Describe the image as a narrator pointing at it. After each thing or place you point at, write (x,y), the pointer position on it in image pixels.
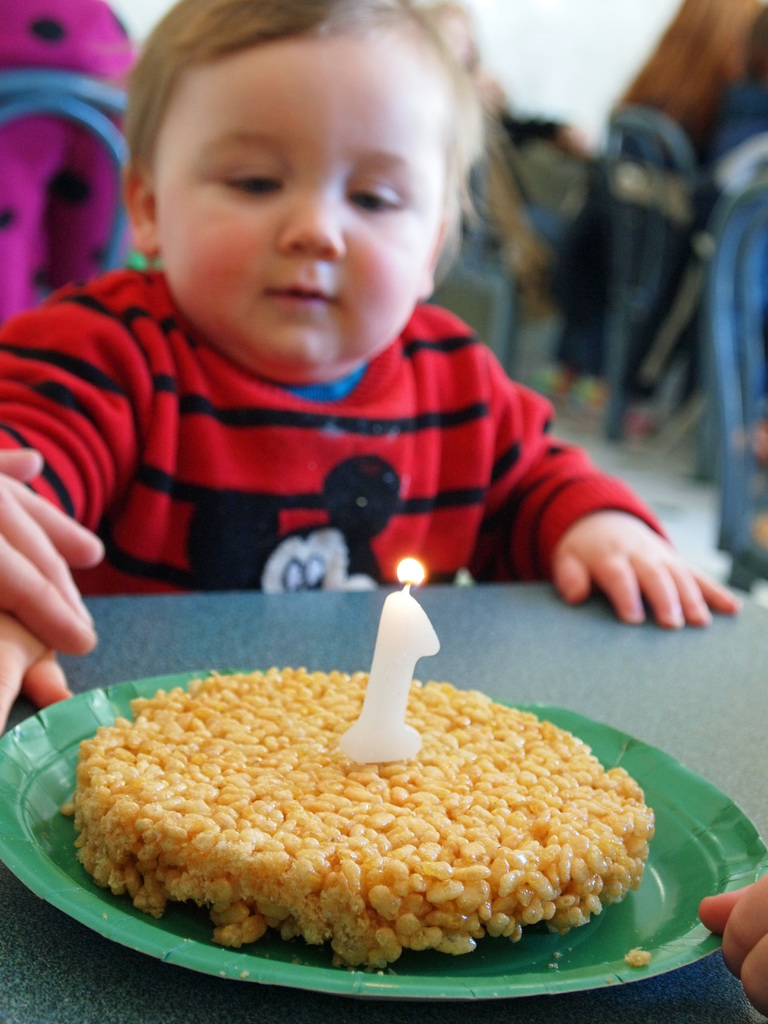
In this image I can see food item (435,710) and a candle (429,643) on the plate (172,905), which is placed on the table (496,684). There is a kid (439,331) and there are fingers (44,559) of a person (89,537). And the background (670,13) is blurry.
